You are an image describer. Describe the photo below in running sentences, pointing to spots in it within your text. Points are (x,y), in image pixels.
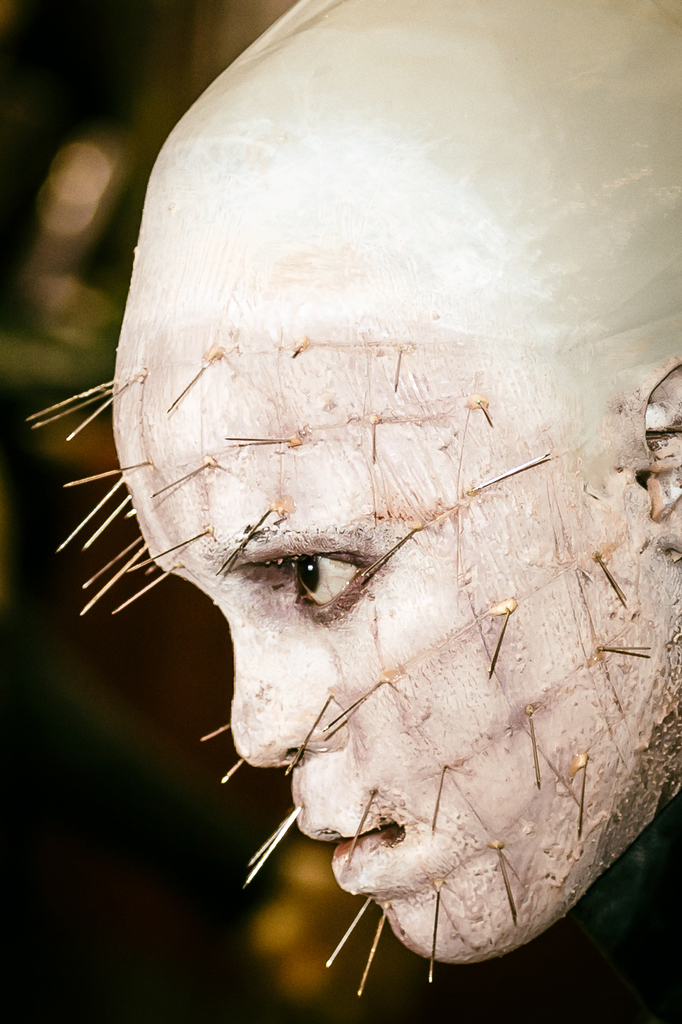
In this picture there is a man's face (401,323) towards the right (456,402). On the face (449,448) there needles (306,740) are attached.
